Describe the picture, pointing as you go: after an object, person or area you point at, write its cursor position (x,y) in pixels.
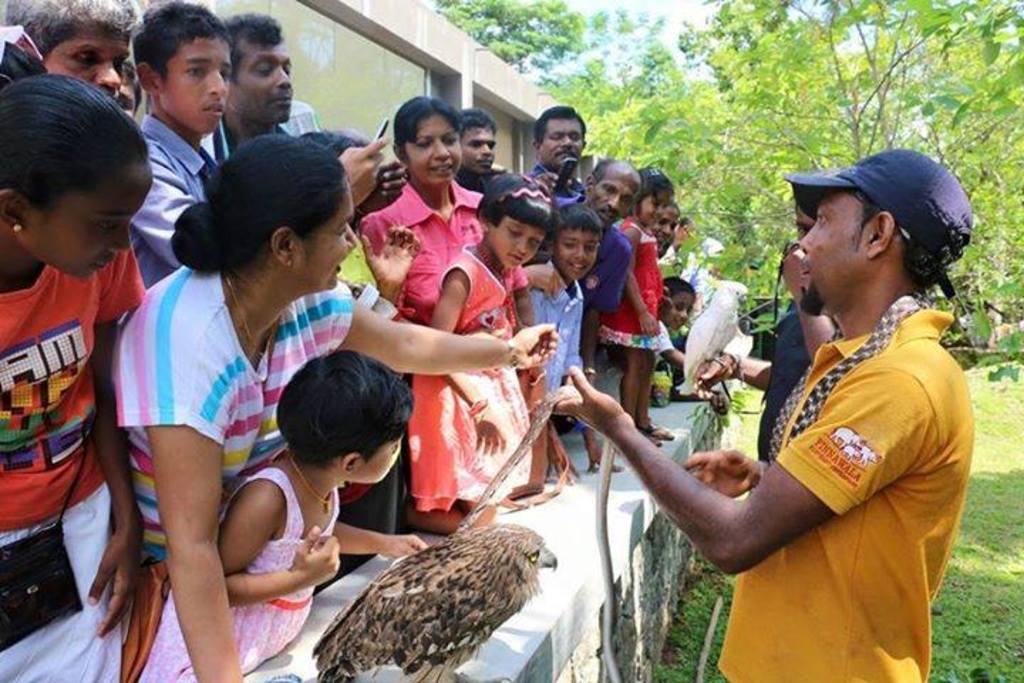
In this picture we can see there is a group of people (374,279) standing and some people (544,157) are holding the mobiles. In front of the people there is a man (805,455) in the yellow t shirt (821,431) with a snake (821,381) and the man (853,397) is holding another snake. On the right side of the person (812,444) there is another person (790,365) holding a bird (734,328). In front of the yellow t shirt person (774,572) there is a bird (414,629) on the wall (529,600). Behind the people (82,561) there are trees (957,100), wall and sky (649,14).
